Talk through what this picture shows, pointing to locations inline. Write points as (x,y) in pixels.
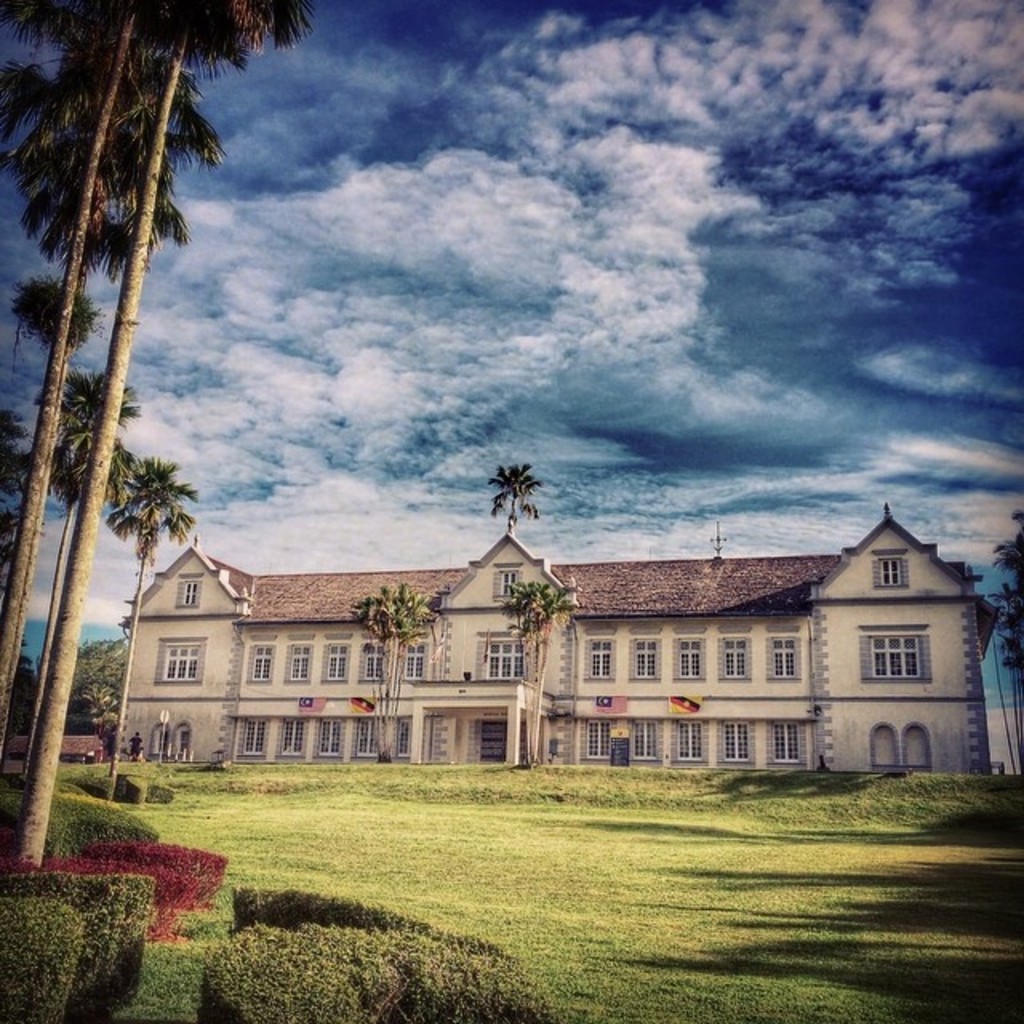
In the picture we can see some tall trees (141,17) and near to it we can see some plants (11,898) and grass surface (648,774) and far away from it we can see a house building (204,754) with many windows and door (487,759) and near it also we can see some tall trees (401,676) and behind the building (348,687) we can see a sky (438,476) with clouds (595,410).
